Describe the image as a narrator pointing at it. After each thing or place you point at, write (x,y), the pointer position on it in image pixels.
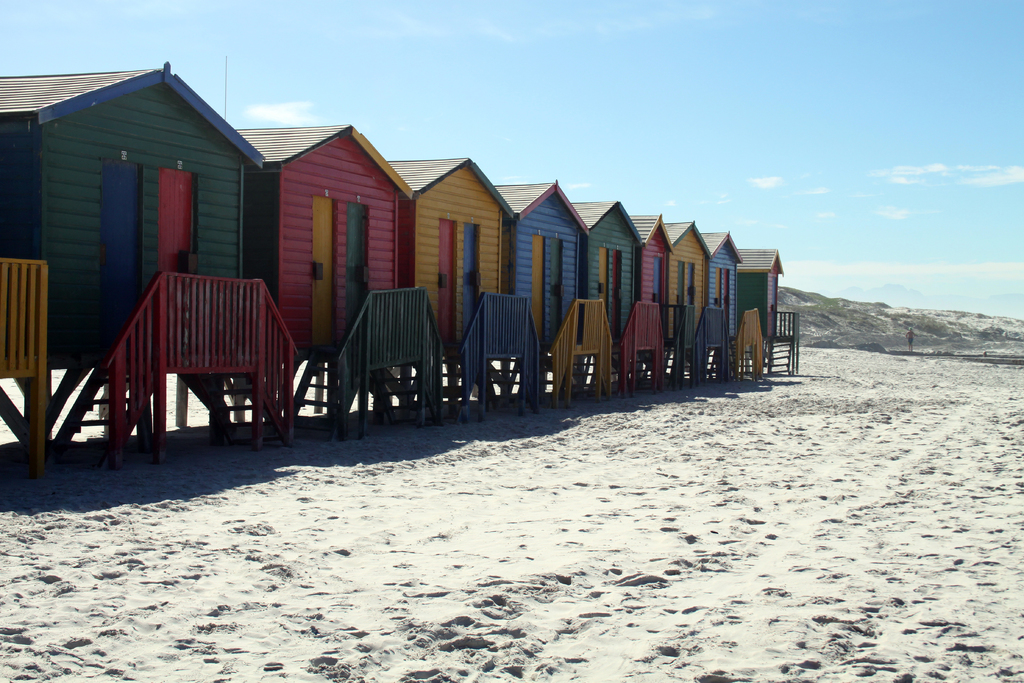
Beside the seashore (555,528), on the sand (330,464) there are some houses (662,272) constructed with wood (424,282) and behind the houses (765,288) there is a small mountain (897,327).
